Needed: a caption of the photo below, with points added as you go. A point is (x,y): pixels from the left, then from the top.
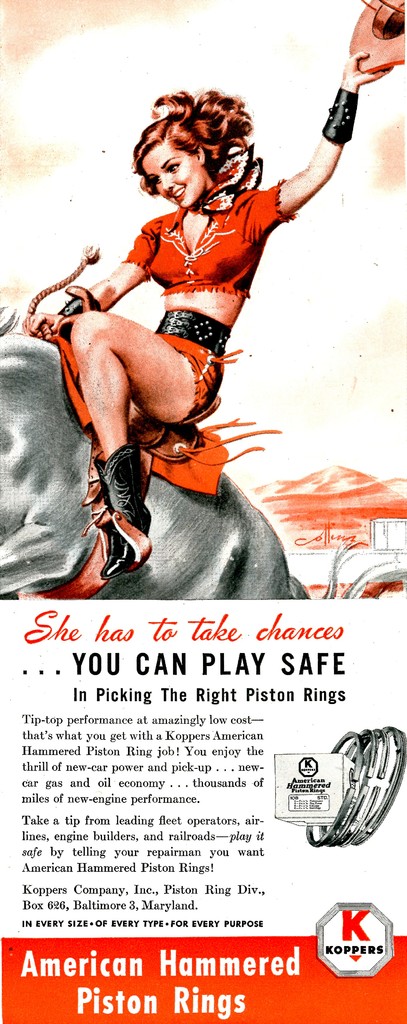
It is a poster. In this image there is a depiction of a person (222,213) holding some object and she is sitting on some animal (213,540). There are some text (192,681) and pictures (386,798) on the image.
